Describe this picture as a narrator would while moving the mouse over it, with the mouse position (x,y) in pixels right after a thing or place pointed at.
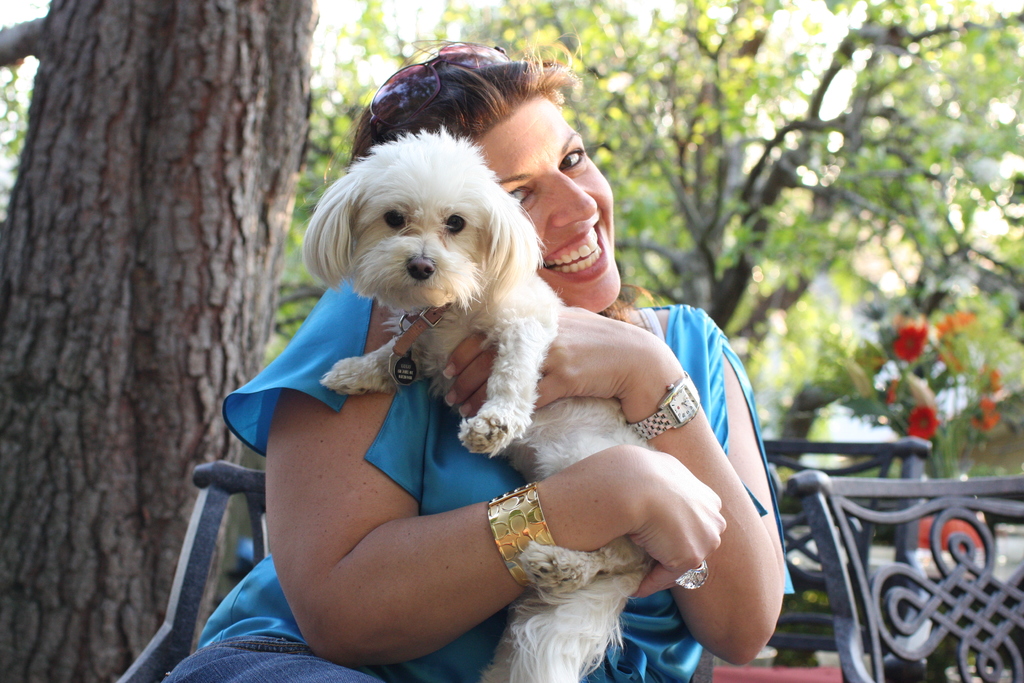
In the center of the image (568,323), we can see a lady (340,532) sitting on the chair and holding a puppy (509,367). In the background (232,95), there are chairs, trees (674,95) and we can see a flower pot (942,407).
